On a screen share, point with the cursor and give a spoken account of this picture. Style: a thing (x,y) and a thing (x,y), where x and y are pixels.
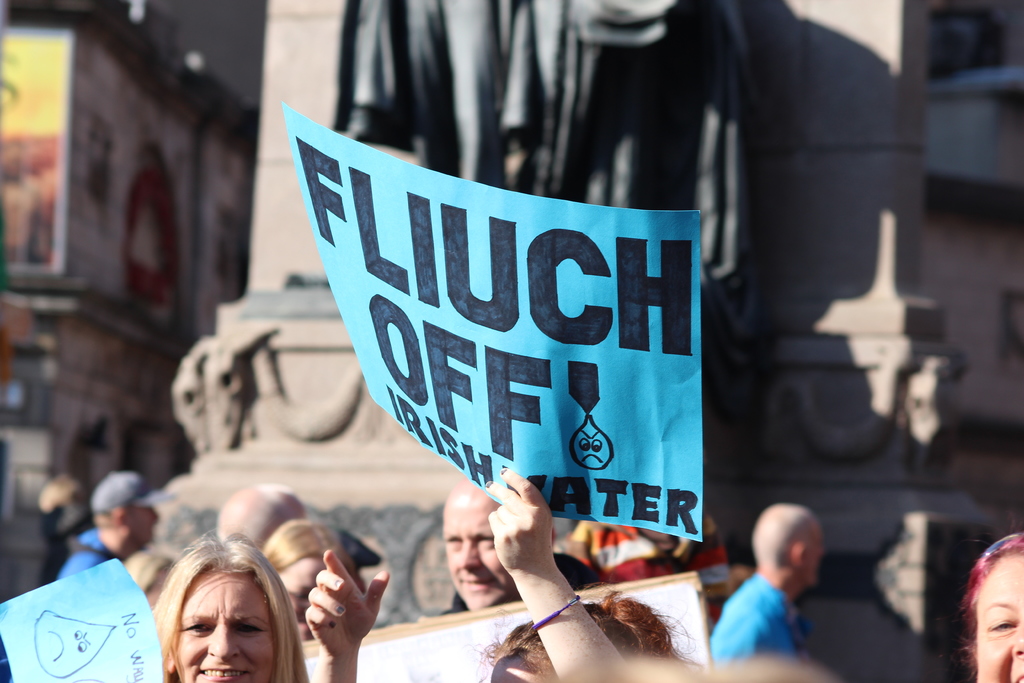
In the foreground of the picture (332,546) there are people (535,597) holding placards (90,631). In the background (803,96) there is a sculpture (678,160). The background (259,39) is blurred. It is sunny.
